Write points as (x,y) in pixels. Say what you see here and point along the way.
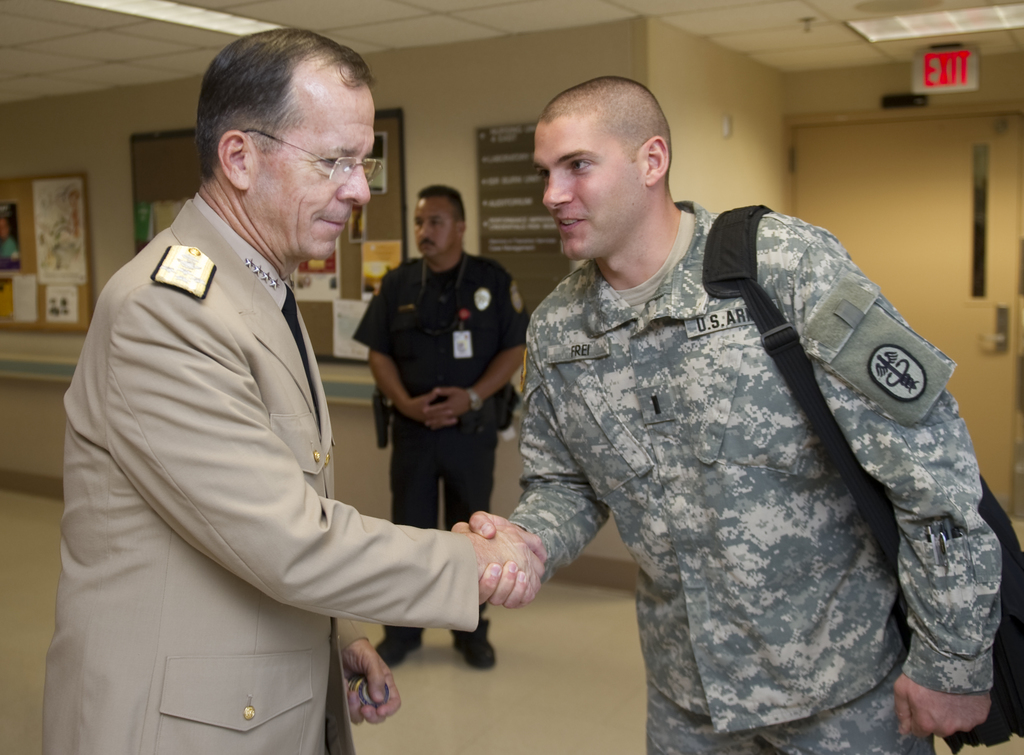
There are two men (343,598) standing and holding hands (480,553) each other. In background (496,416) there is a man (421,342) standing and we can see posters (369,251) on boards (386,134), wall (425,177) and door (941,211).
